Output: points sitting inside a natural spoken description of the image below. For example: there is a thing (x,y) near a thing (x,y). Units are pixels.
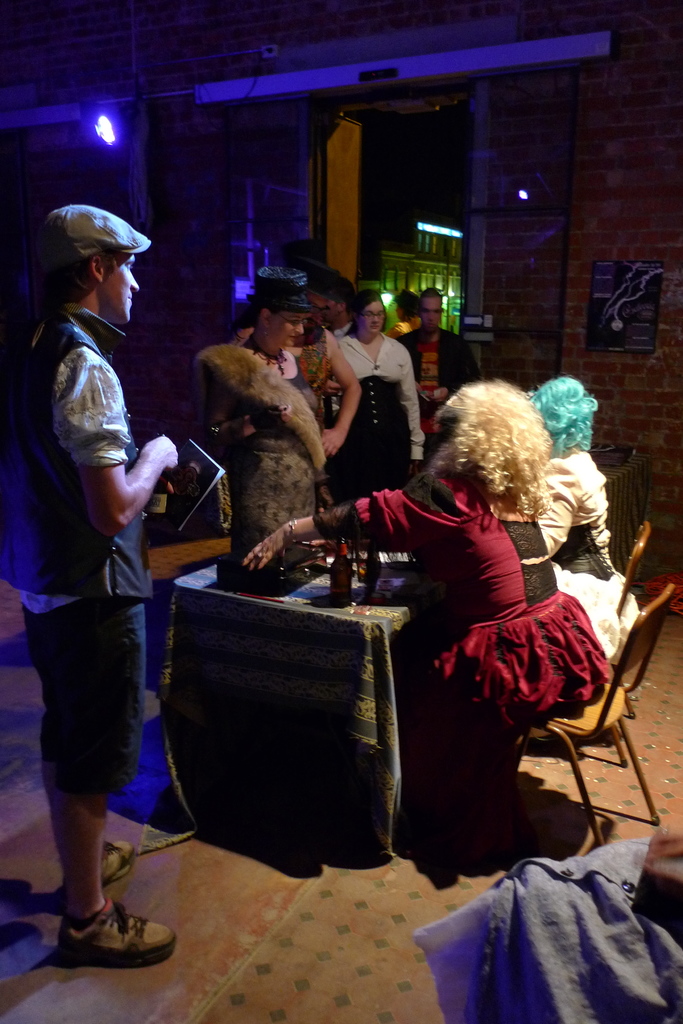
In this image there are 2 persons (488,591) sitting in chair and in table (294,591) there is a bag (282,576), bottle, frame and in back ground (663,223) there are group of people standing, another man (105,900) standing near the table (237,673), wall (638,212), paper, focus light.
